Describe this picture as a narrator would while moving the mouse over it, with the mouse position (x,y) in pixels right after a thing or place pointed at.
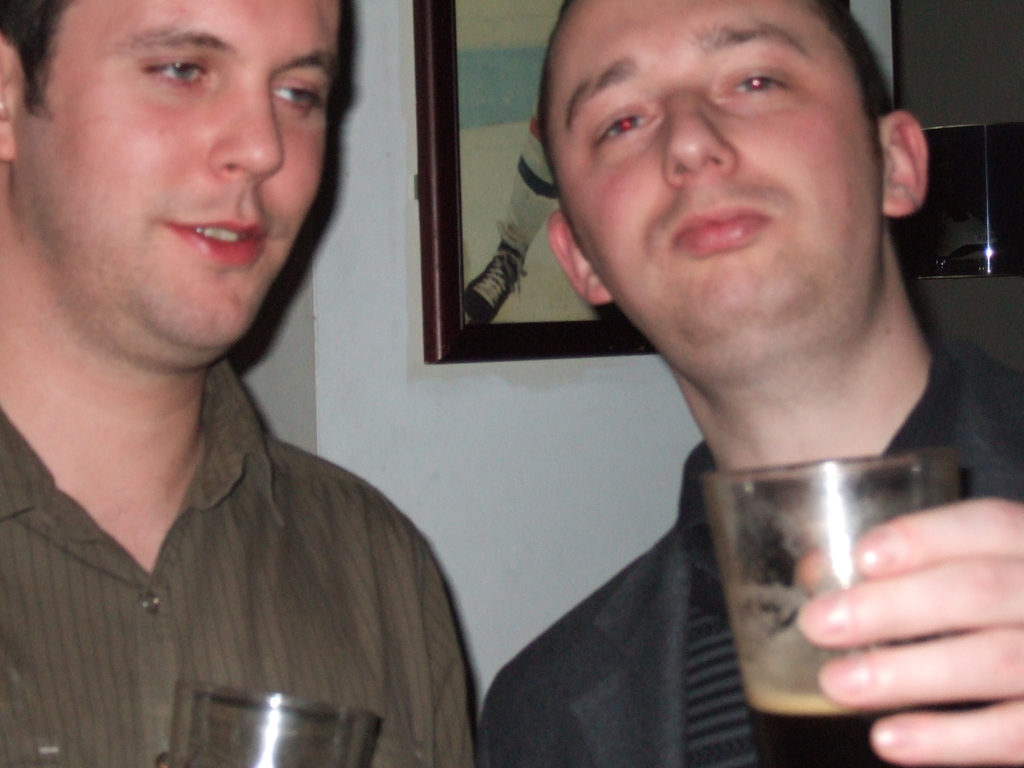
In the image we can see there are men (664,604) standing and they are holding glass (795,657) in their hand (962,598). Behind there is photo frame (446,169) on the wall (469,407).
